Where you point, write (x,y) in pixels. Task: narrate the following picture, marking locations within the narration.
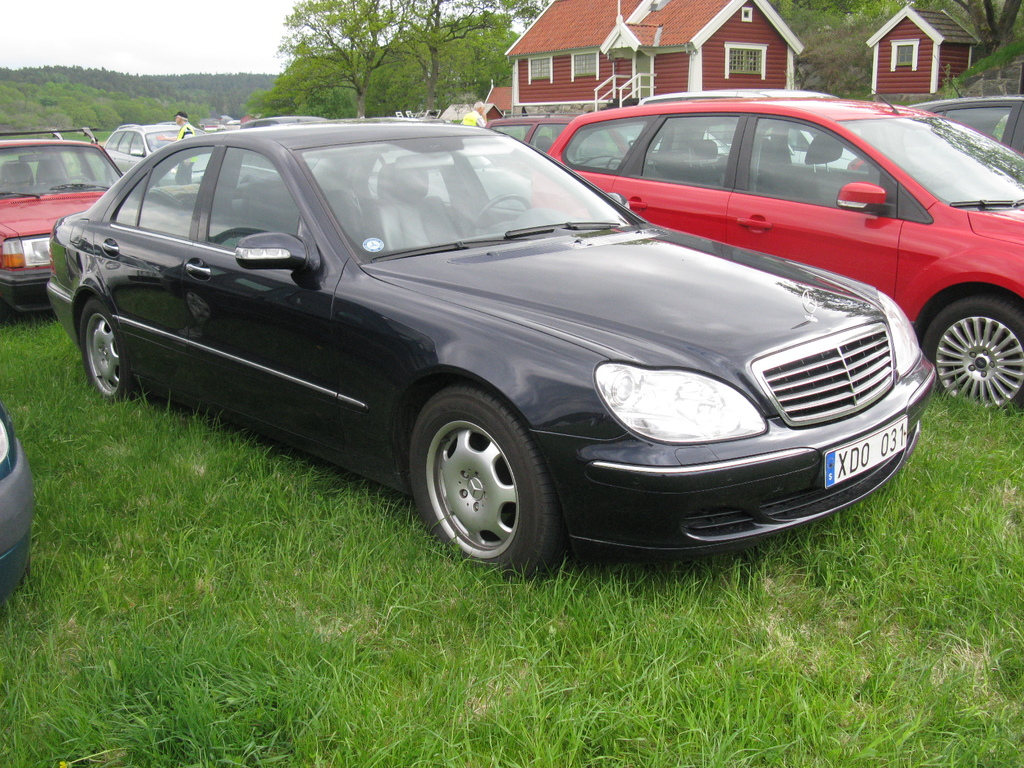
In this picture we can see a few vehicles (459,145) on the grass (313,657). We can see some people (187,123) at the back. There is a house (533,47) and few trees (248,86) in the background (446,40).
